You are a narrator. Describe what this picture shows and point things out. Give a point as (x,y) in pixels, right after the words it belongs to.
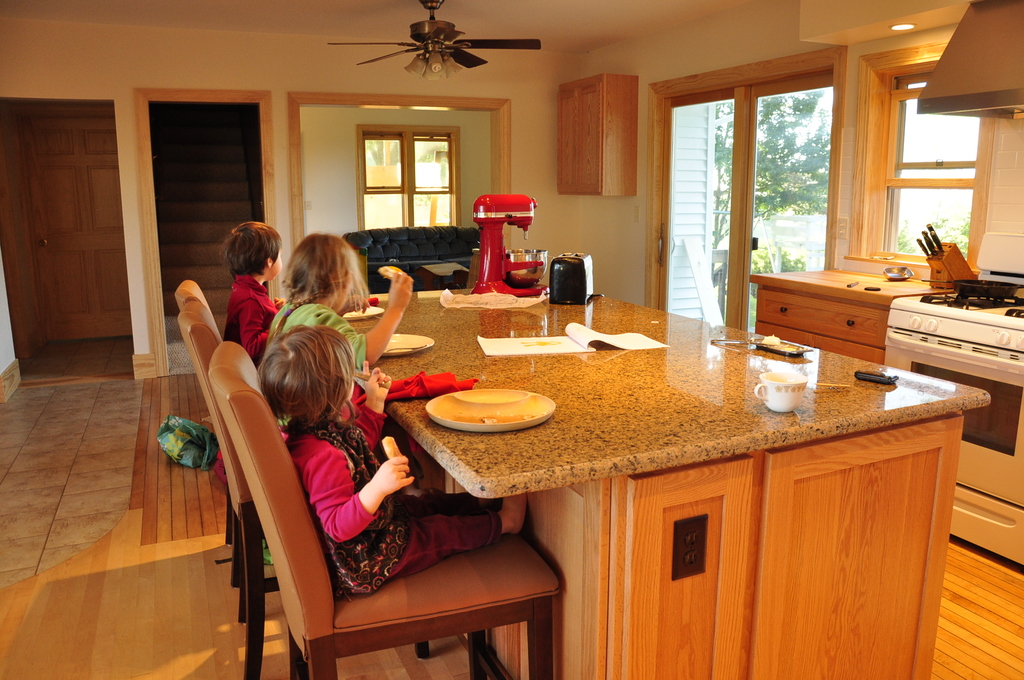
In this image there are three children (306,407) sitting on the chair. On the table (617,485) there is plate (494,411), book (489,349), cup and a machine (528,274). At the back side (213,218) there is stairs (199,240) and there is wooden door (84,220). On the right side (975,359) there stove (1010,366) and a oven (1006,421). There are trees (766,151).
